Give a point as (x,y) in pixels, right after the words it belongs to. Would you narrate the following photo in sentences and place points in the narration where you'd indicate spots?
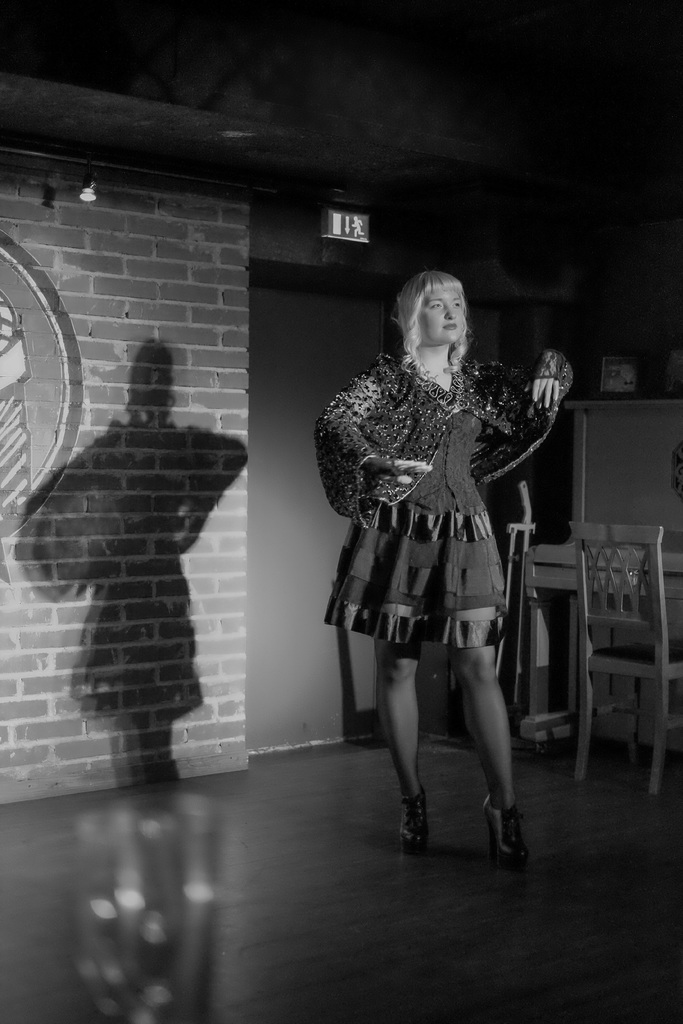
In this black and white picture there is a woman (449,643) standing. Beside to her there is table (566,554) with chair (641,588). Behind her there is wall (146,510). There are lights (92,194) and a sign board (340,229) to the ceiling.
